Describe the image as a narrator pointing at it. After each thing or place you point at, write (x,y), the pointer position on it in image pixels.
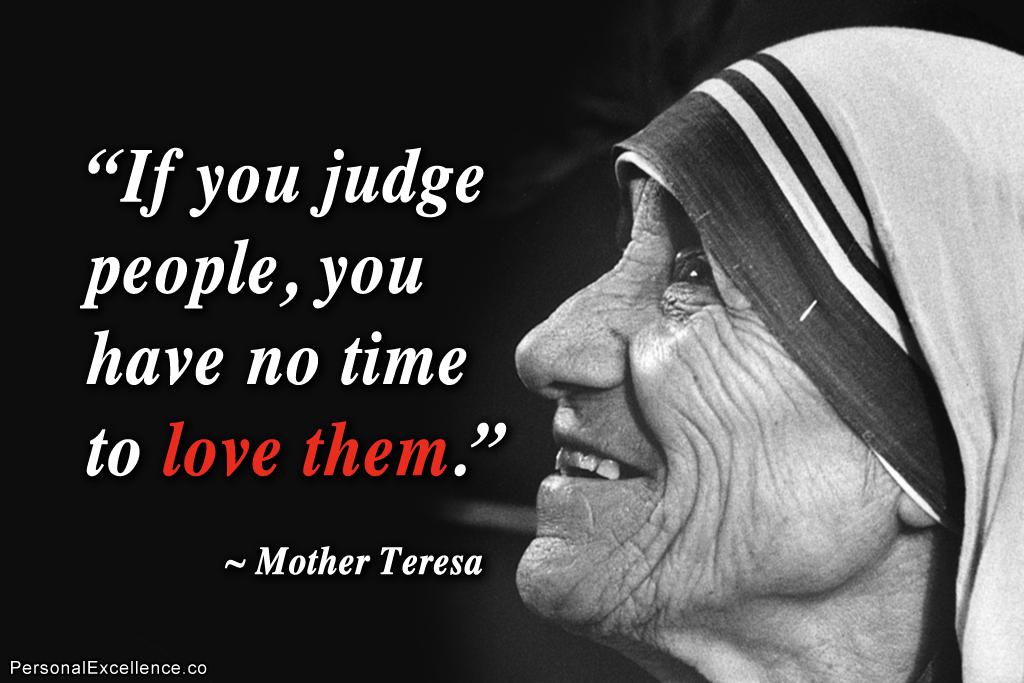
In this image we can see a poster (591,104). On this poster (674,184) we can see picture (657,595) of a woman (992,388) and text (97,278) written on it.
